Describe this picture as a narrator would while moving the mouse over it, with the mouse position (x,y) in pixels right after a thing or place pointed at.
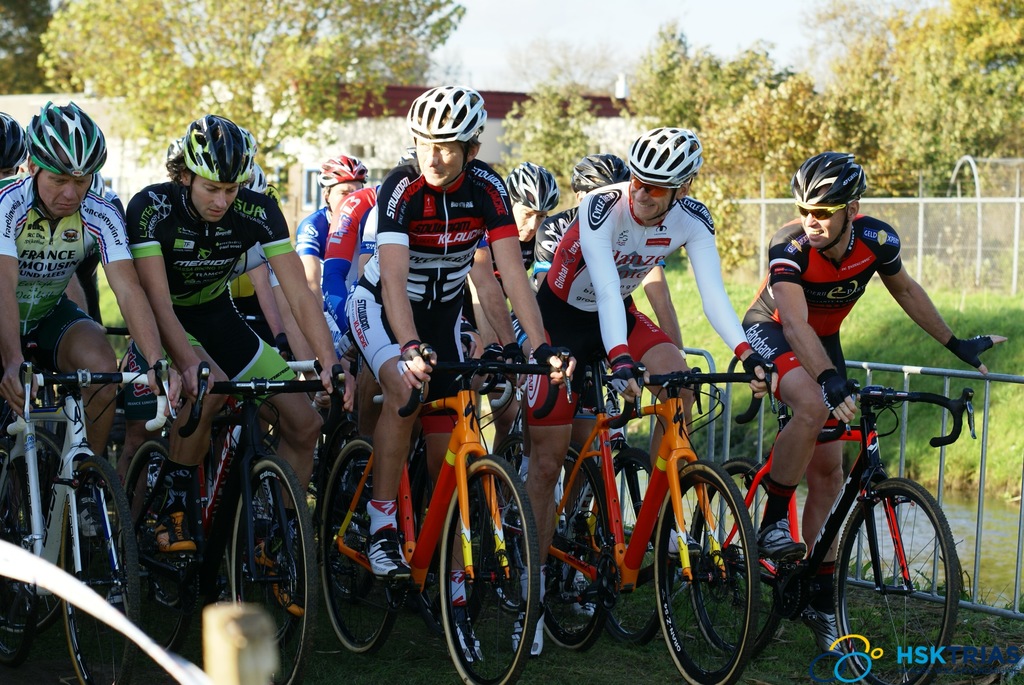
In this picture i can see some peoples (483,332) were riding a bicycle (345,510). They are wearing helmet (820,201), t-shirt (515,233), short (378,300) and shoe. Beside them i can see the fencing (1000,261). In the background (165,124) i can see the trees (1014,141), plants (1014,141), grass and building (375,120). At the top (547,29) there is a sky (470,17). In the bottom right corner (943,655) there is a watermark (846,666).
